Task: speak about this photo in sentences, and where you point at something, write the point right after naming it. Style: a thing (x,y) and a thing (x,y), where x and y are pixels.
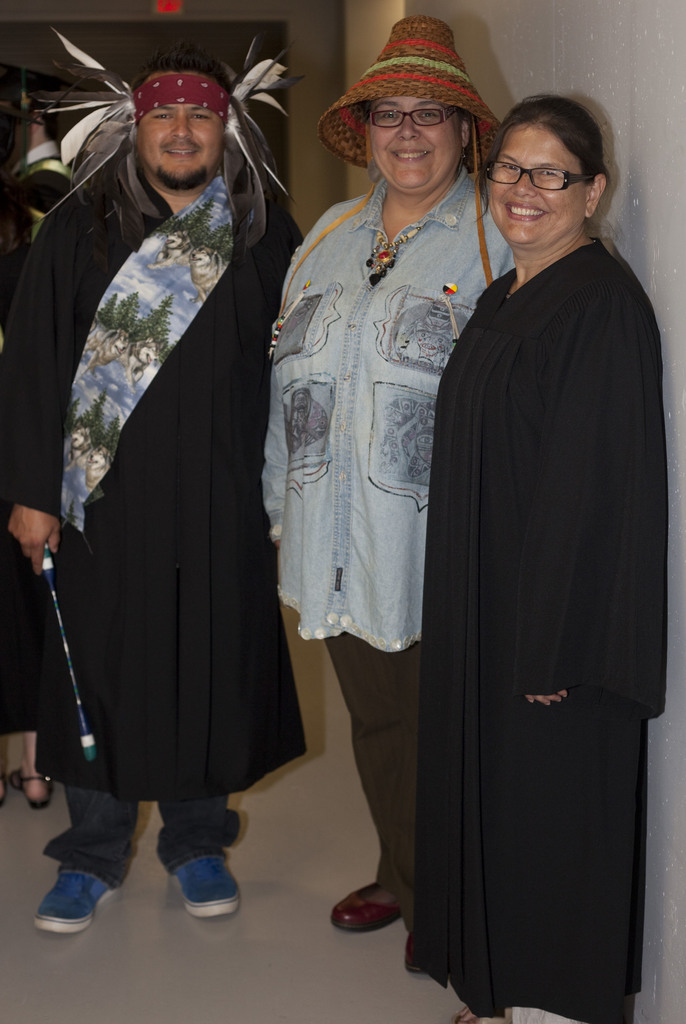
In this image we can see few persons (317,483). On the left side (45,492), we can see a person (63,690) holding an object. Behind the persons (282,244) we can see the wall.
